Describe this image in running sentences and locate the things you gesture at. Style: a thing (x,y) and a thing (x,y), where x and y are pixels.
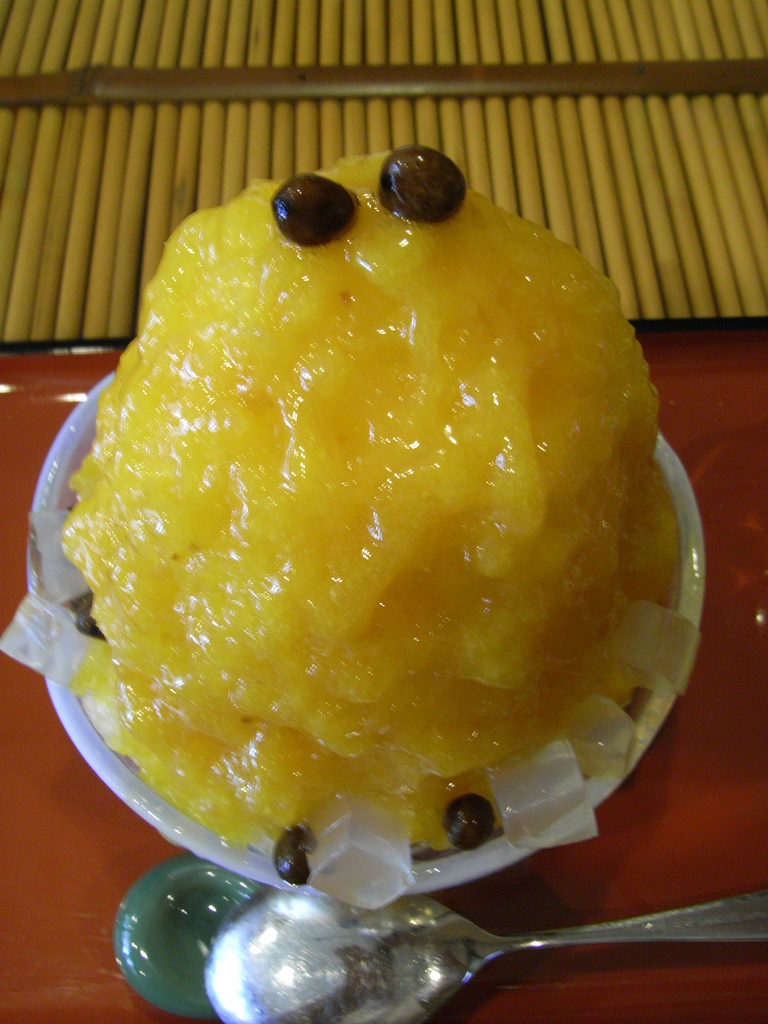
There is some yellow color dessert (371,608) served in a cup (427,874) and there is a spoon (381,980) beside the cup (480,866).
